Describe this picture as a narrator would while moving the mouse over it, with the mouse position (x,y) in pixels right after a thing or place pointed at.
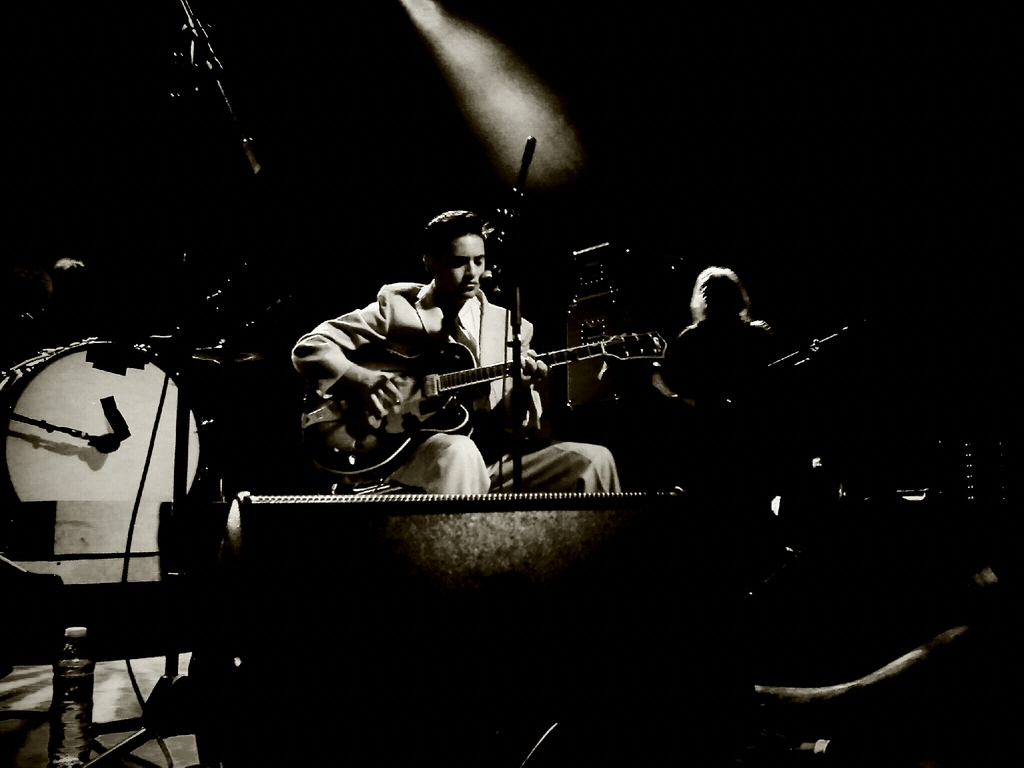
This picture shows a man (606,479) seated and playing a guitar (436,420) and we see a microphone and we see other man (719,362) seated and playing an instrument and we see few instruments (71,551) like drums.
